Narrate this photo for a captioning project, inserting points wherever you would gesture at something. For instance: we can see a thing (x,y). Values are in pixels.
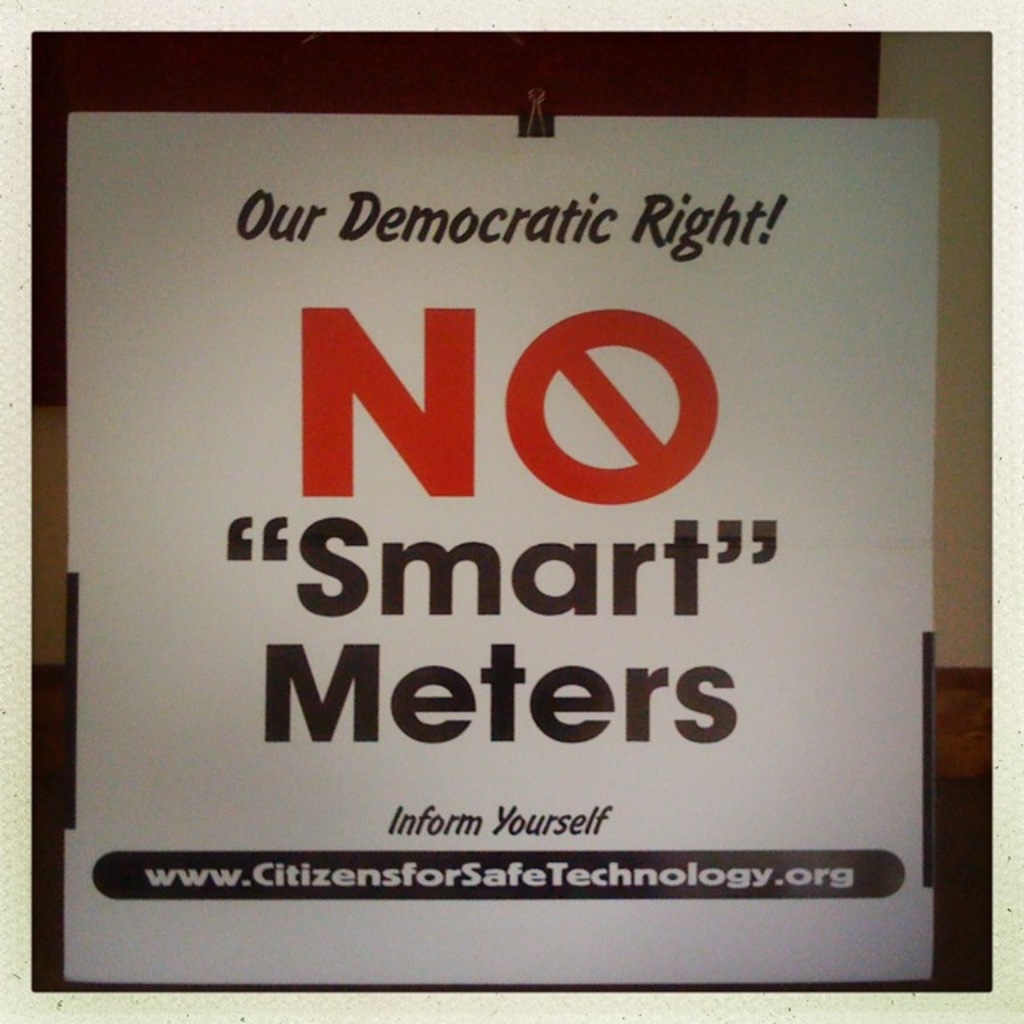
In the center of this picture (605,581) we can see a white color poster (452,171) on which we can see the text (616,564). In the background (867,58) we can see the wall (940,51).
